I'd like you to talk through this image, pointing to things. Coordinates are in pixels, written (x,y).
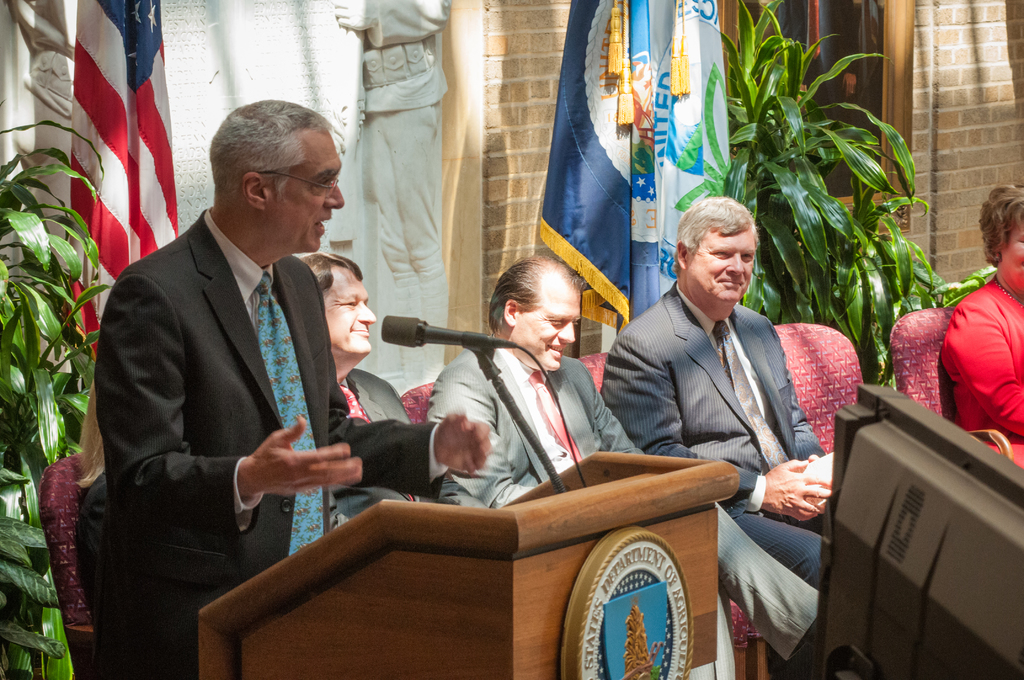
In this picture we can see there are groups of people (458,395) sitting on chairs (855,377) and a man (323,466) is standing behind the podium (406,557) and explaining something and on the podium (406,541) there is a microphone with stand (507,397) and a cable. Behind the people (329,501) there are flags (676,120), houseplants (53,336) and a wall (527,129) with a photo frame (847,24) and a sculpture (54,2).
